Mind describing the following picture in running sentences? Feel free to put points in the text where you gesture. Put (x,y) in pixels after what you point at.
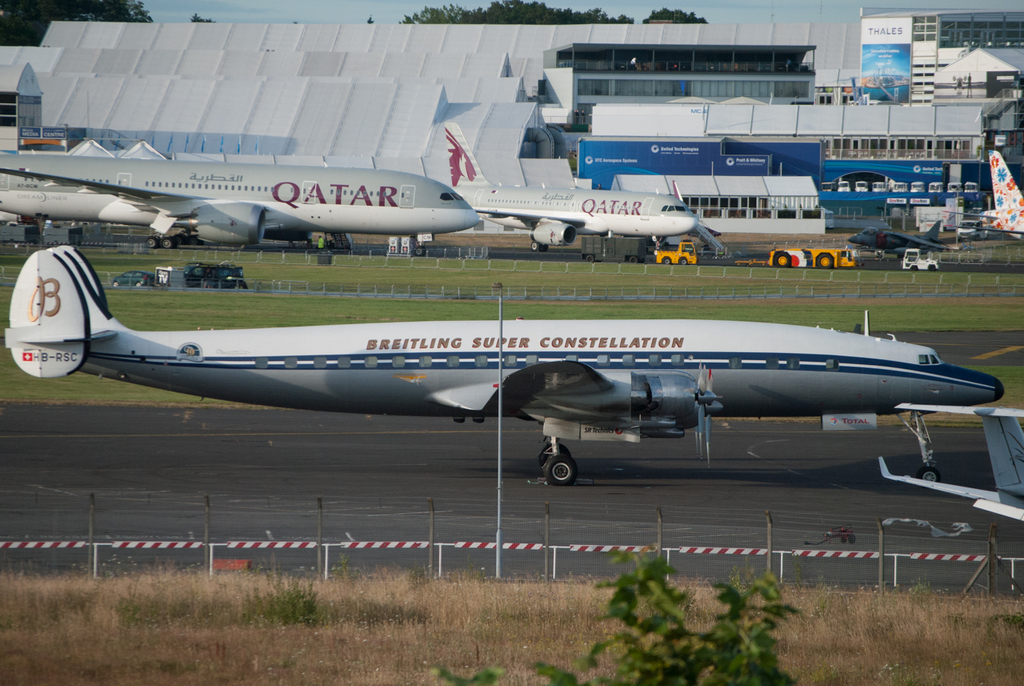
This image consists of airplanes (42,164) in white color. At the bottom (266,460), there is a road (511,537). And there is dry grass (513,604) on the ground (533,624). In the background (888,28), there is a building (812,132). It looks like an airport (657,113). At the top (44,9), we can see the trees (73,1) along with the sky (371,9).
